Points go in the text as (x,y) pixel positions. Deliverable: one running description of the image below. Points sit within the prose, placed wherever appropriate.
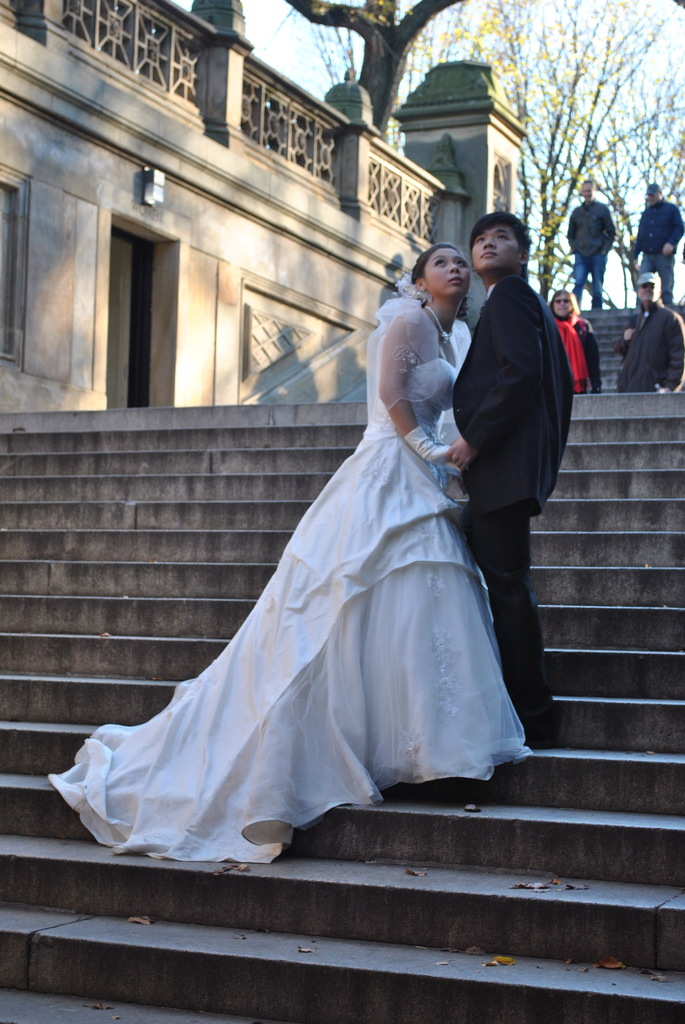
In this image there is a couple (387,410) standing on the stairs (341,429) and staring at something, behind them there are people (592,263) walking on the stairs (116,683), in the background of the image (381,41) there are trees (372,46).
